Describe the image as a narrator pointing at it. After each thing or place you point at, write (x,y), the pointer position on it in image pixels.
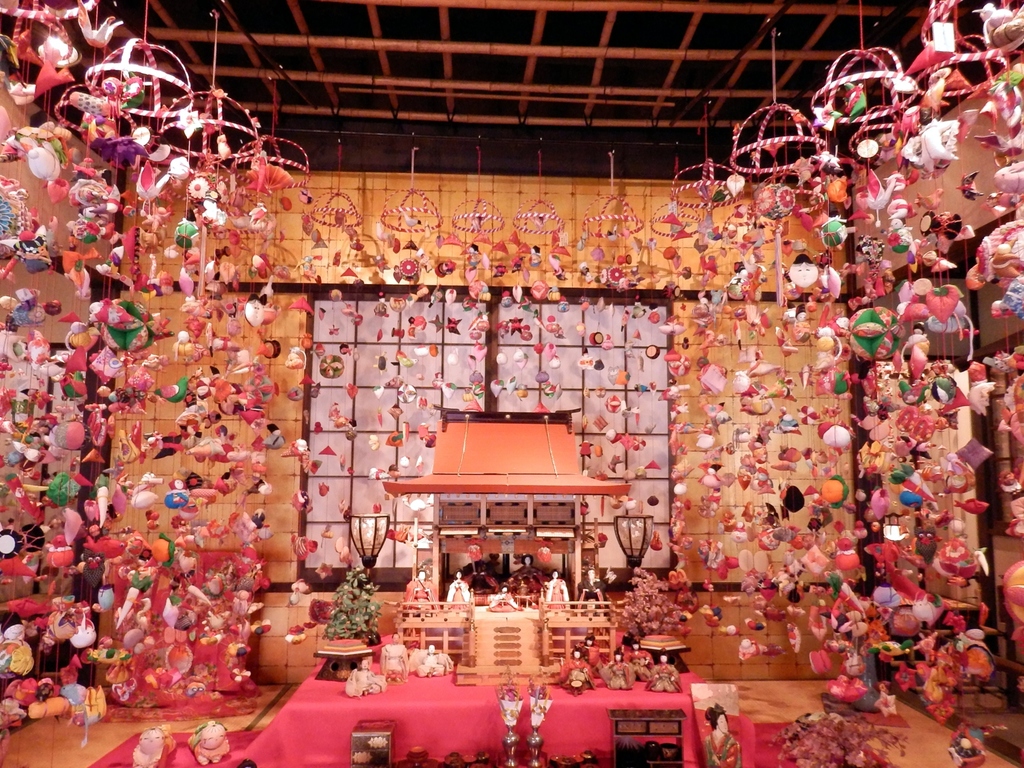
In this image there are toys (143,499). In the center (468,496) there is a table (456,724) and on the table (625,706) there are toys (428,585). In the background (473,365) there is a window (559,374) and there are toys (670,361) hanging.
